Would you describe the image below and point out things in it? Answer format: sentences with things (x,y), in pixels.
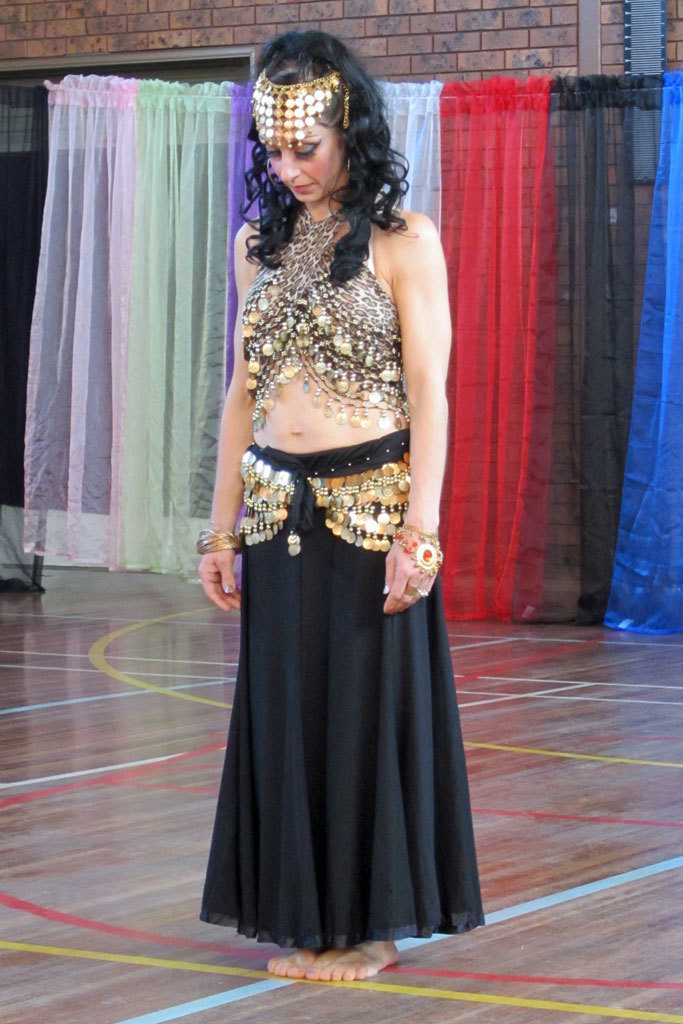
In this image I can see the person (288,388) wearing the black, gold and white color dress (332,608). In the background (156,330) I can see some clothes (79,315) which are colorful. I can also see the brick wall (186,3) in the back (474,7).
